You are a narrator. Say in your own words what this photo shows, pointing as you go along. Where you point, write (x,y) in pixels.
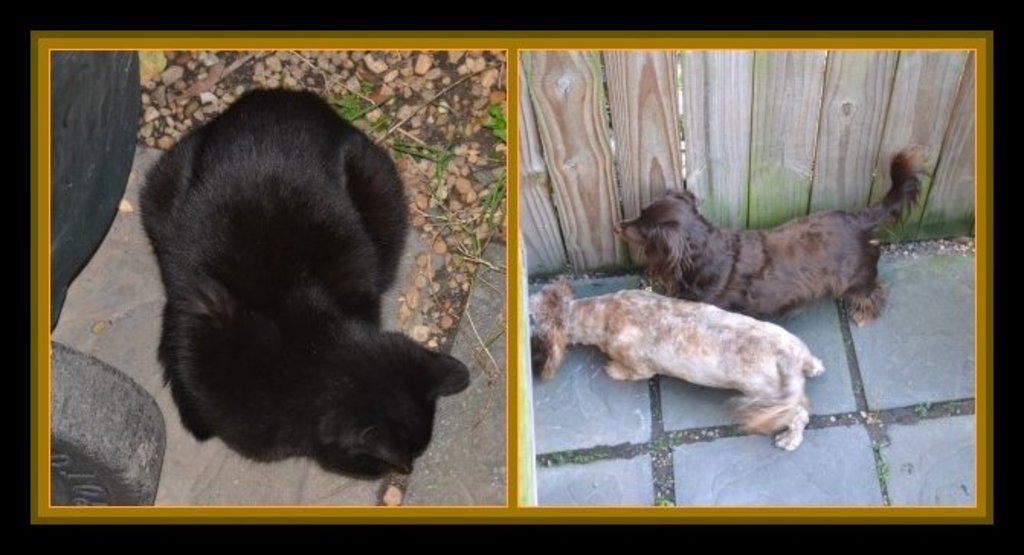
In this picture we can see a frame (385,39) on the black surface (682,3) and in this frame (506,414) we can see animals (214,309), stones (434,128), wall (570,202) and some objects (92,238).
